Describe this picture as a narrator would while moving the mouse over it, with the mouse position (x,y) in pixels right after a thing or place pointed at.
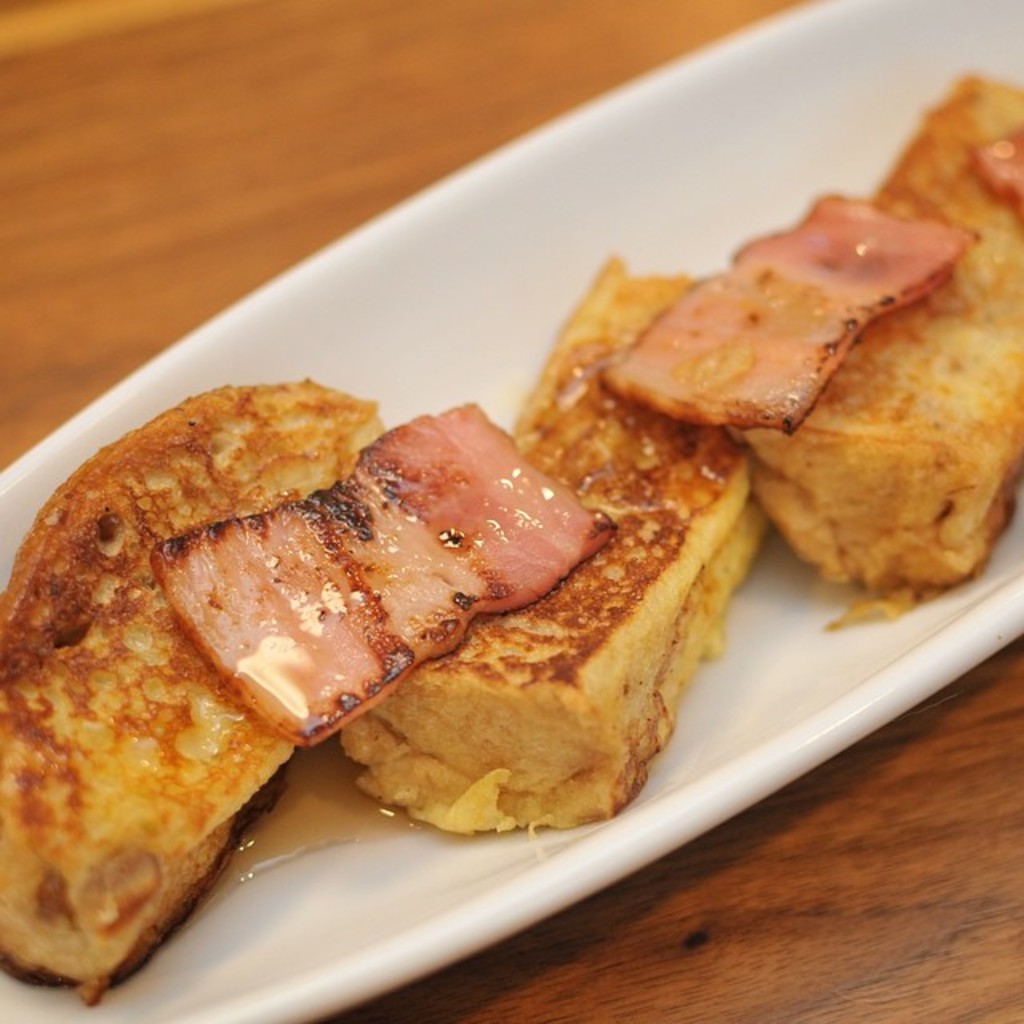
Here I can see a bowl (580,236) which consists of some food item (419,502). This bowl (596,182) is placed on a table (867,860).
